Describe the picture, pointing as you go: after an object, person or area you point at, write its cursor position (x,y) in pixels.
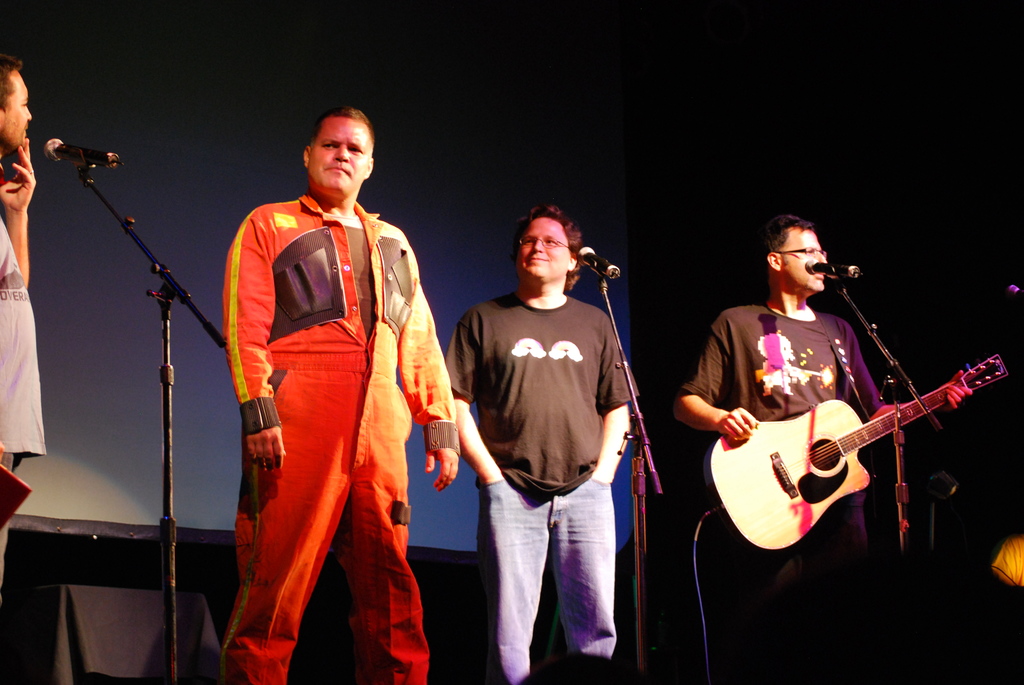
In this image I can see four men (506,380) are standing in front of the mike stands (902,499). The person (790,284) who is standing on the right side (805,435) is holding a guitar (775,452) in his hands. In the background (687,506) I can see a black color curtain (74,568).
